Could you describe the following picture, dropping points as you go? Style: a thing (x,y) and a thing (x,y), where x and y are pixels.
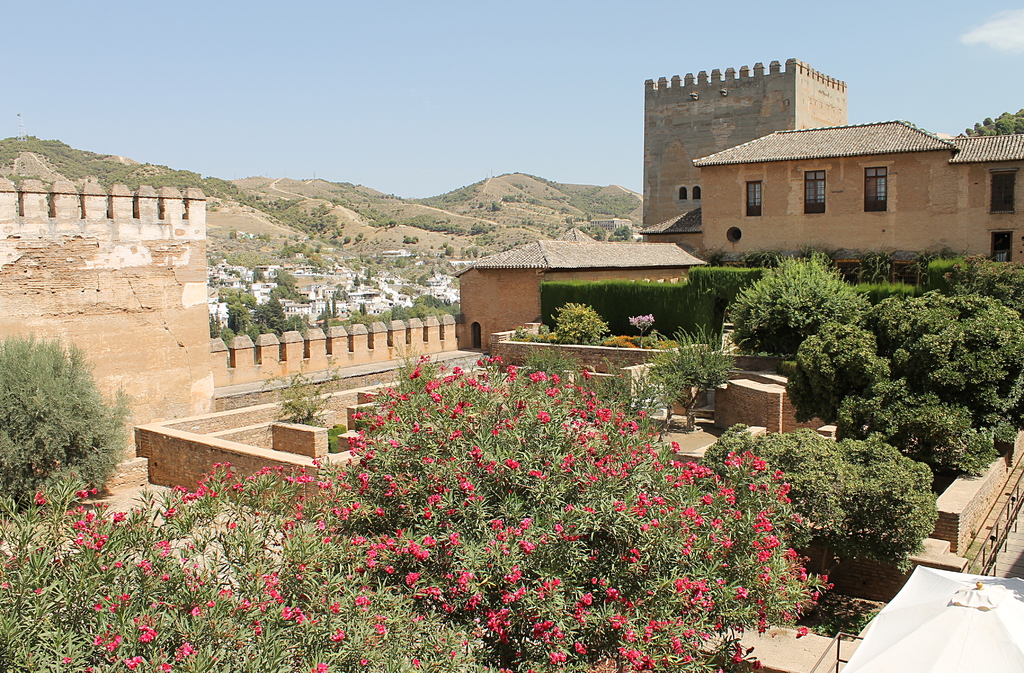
In this image we can see there are buildings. And there are trees (725,605), flowers (497,431), tent (911,639), mountains (299,204) and the sky (395,93).
